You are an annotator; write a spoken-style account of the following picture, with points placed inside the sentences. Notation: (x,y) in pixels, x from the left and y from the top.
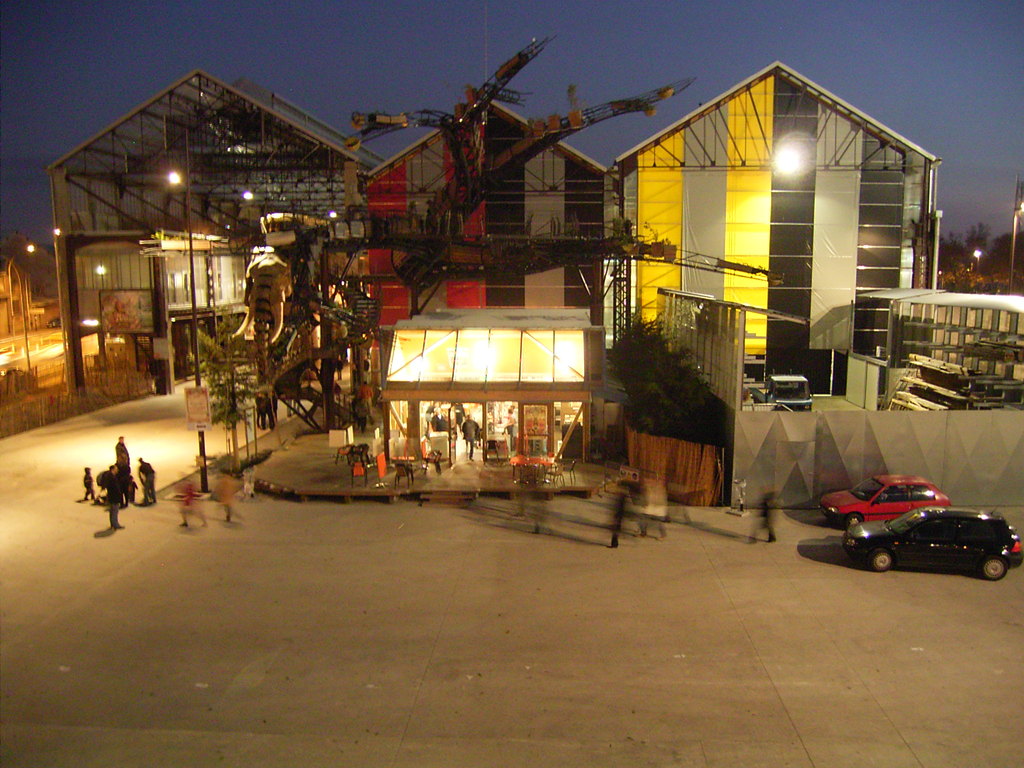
At the bottom of the image (505,514) there is a road (466,508) with few people (765,529) and cars (886,518). In the background (346,188) there are buildings (821,189) with rods (238,157) and lights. In front of them there is a structure (412,235). And also there is a store (448,410) with glass doors (453,411) and also there are tables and chairs (410,466). At the top of the image (15,214) there is a sky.
